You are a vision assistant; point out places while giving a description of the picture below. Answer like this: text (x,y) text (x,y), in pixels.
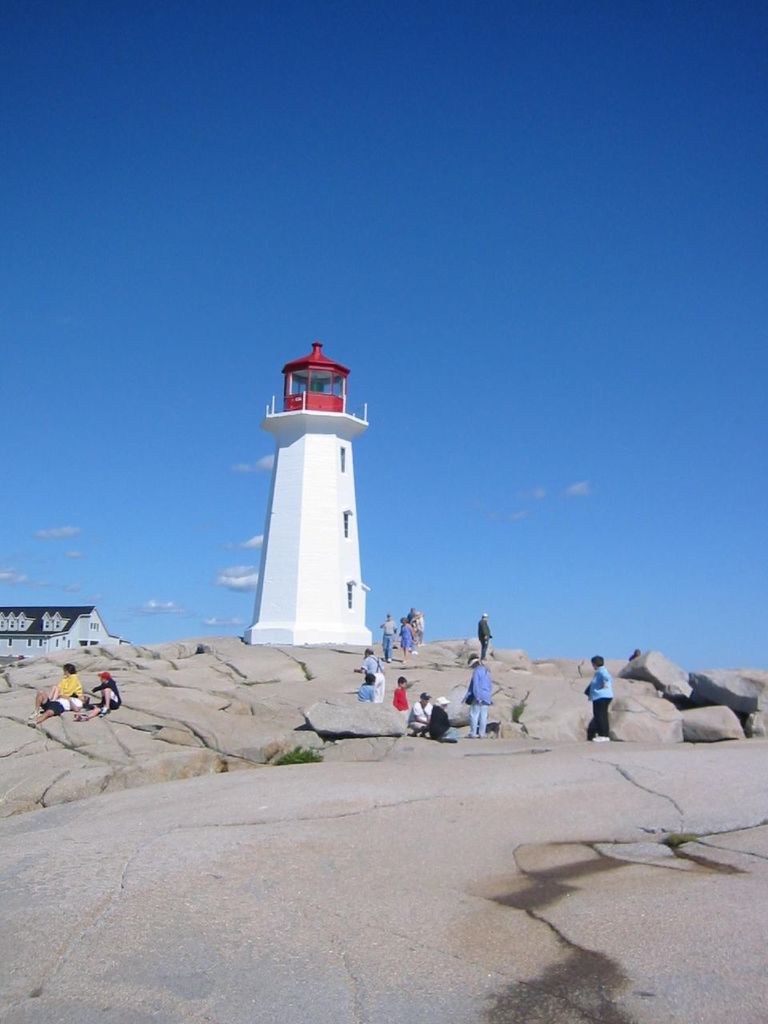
This looks like a lighthouse tower (317,473). I can see few people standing and few people (76,704) sitting. These are the rocks (303,736). On the left side of the image (64,648), that looks like a building (57,635). These are the clouds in the sky (533,419).
